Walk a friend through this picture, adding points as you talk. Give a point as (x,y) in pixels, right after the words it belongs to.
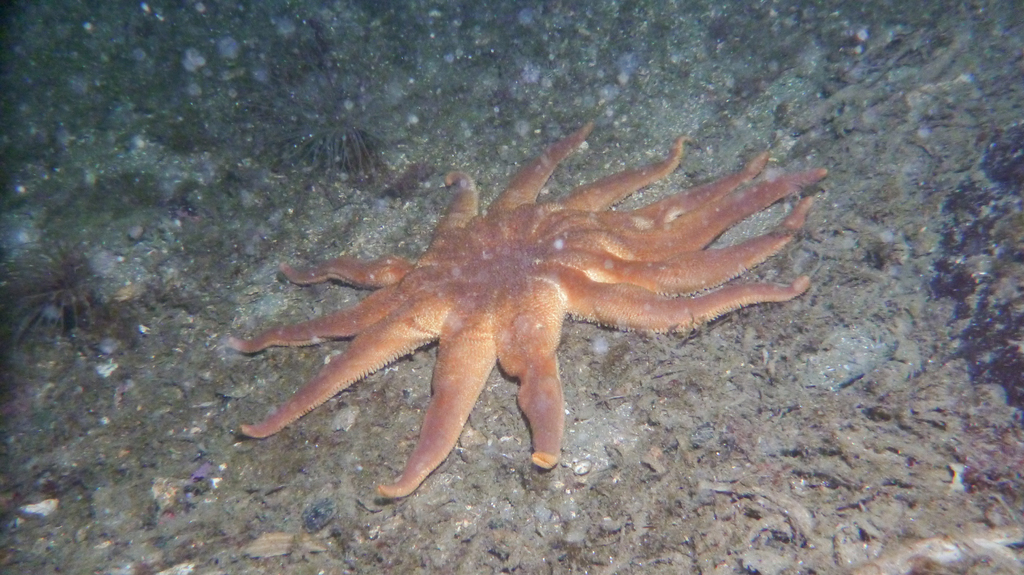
In the center of the image (412,282) there is a starfish (582,294) present on some surface (727,319).
